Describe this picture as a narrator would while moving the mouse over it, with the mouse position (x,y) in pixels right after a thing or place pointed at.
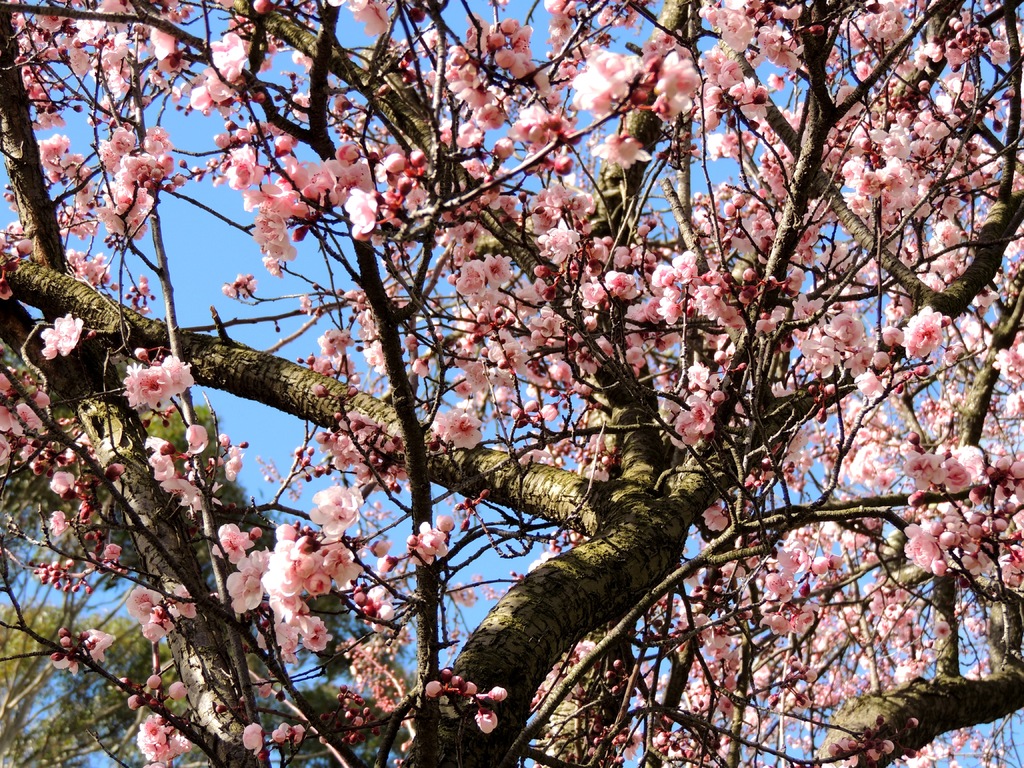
In the image we can see a tree (588,554) and branches (712,546) of tree (555,597) and there are flowers (343,517), pale peach in color. Here we can see the blue sky (217,261).
